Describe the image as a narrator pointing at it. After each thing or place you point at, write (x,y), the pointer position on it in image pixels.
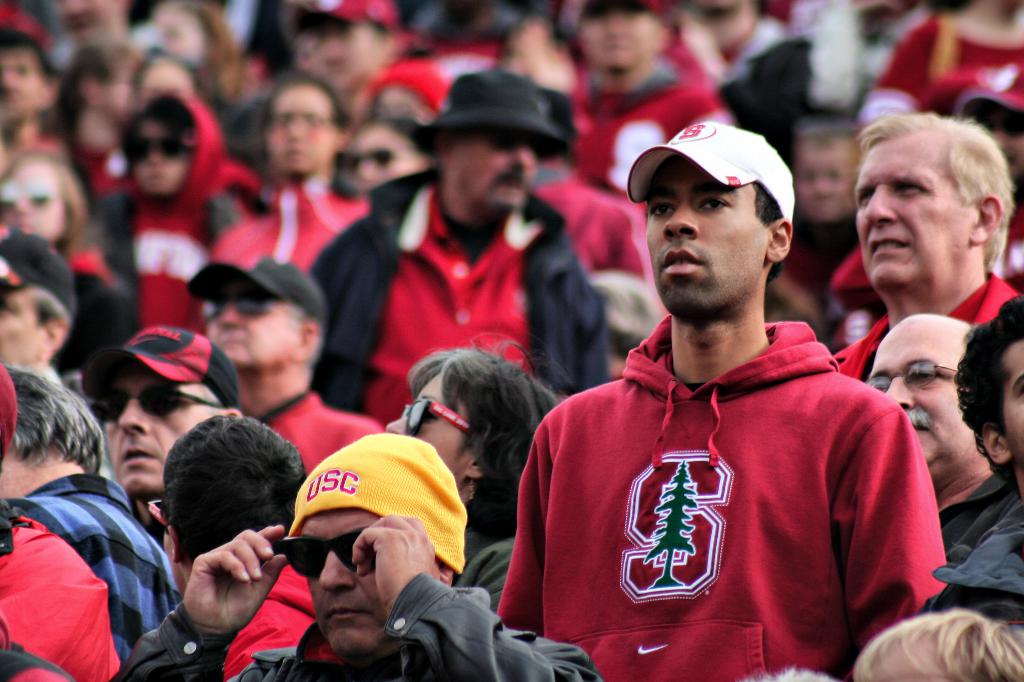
In this image we can see many people (450,441) standing.
